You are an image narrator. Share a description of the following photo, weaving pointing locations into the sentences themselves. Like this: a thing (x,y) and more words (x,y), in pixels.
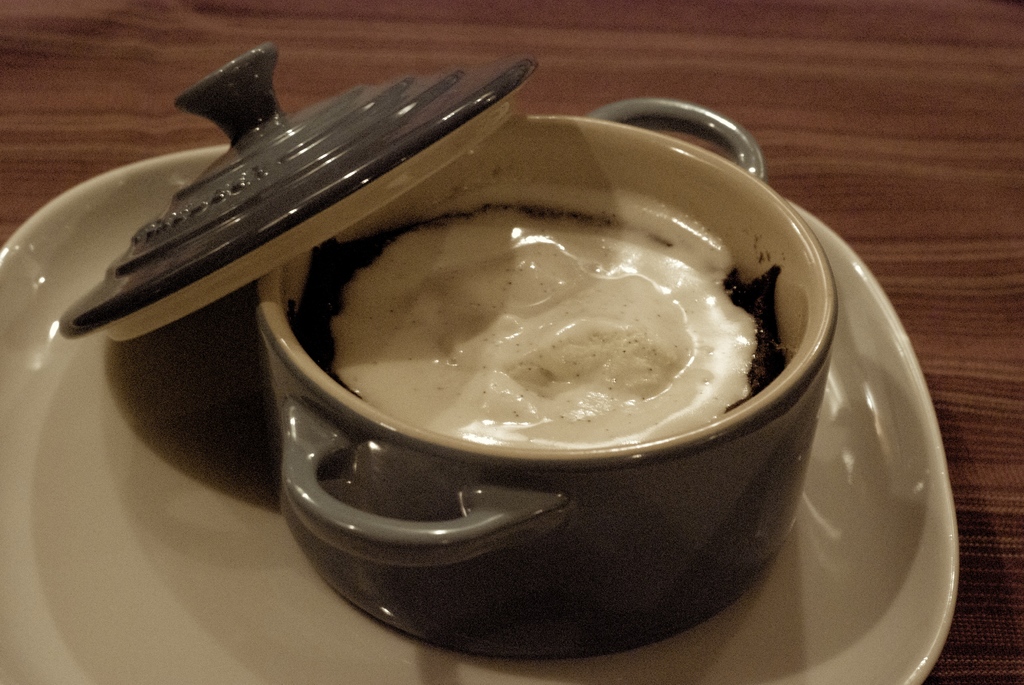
In this image I see the cream color plate (152,361) on which there is a utensil (711,211) which is of cream and brown in color and I see the lid (219,167) and I see the food (526,302) in it which is of white and black in color and this plate (71,189) is on the brown color surface (966,338).
